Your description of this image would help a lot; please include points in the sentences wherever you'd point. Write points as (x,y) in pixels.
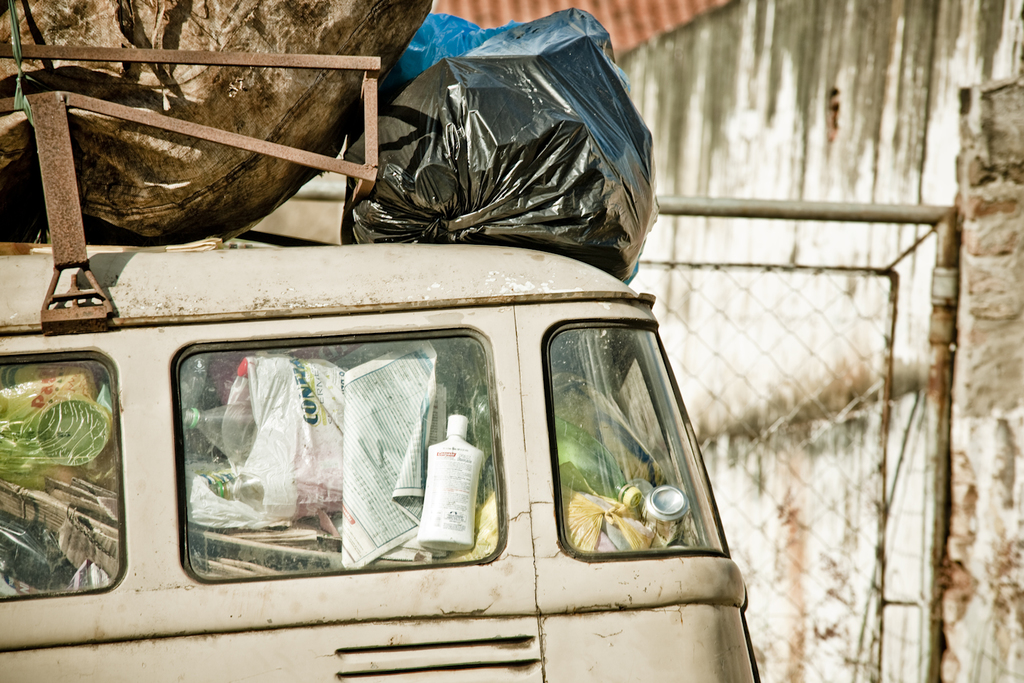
In this image I can see a vehicle (388,577) which is white in color and on it I can see few bags (524,135) which are brown, blue and black in color. In the vehicle (485,626) I can see a bottle (447,506), few papers (421,445), a cover (338,461) and few other objects (252,447). In the background (702,449) I can see the metal fence (787,366), the wall (806,334) and a building (748,81).
